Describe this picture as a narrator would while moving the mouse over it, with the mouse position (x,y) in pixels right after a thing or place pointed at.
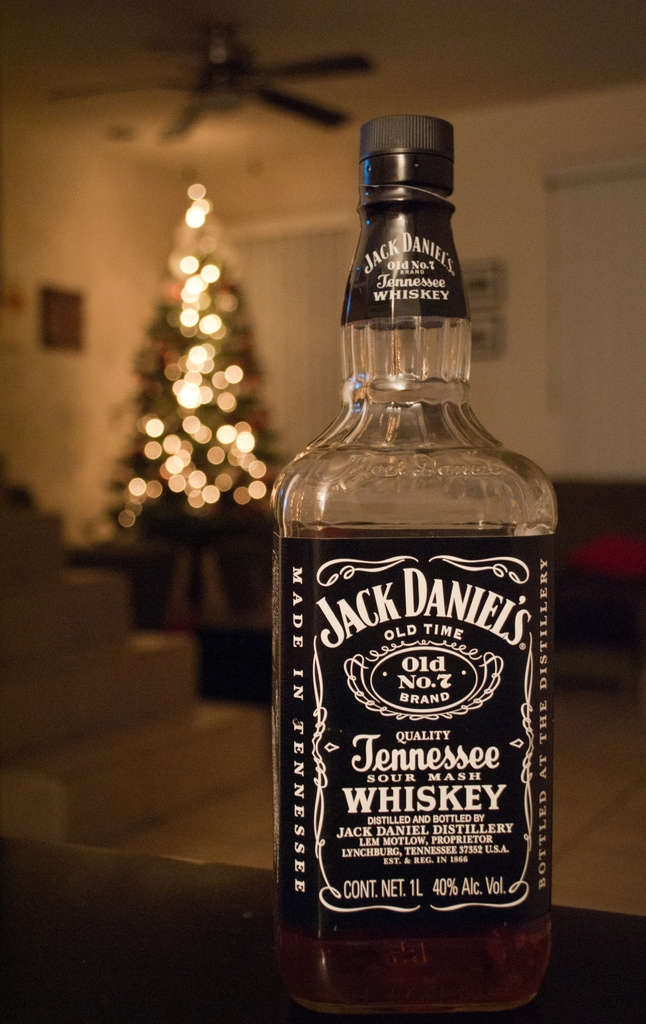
there is a glass bottle (447,680) on a table (239,945) on which jack daniels is written. behind that in the room (489,205) there is a Christmas tree (214,364) on which there are lights (226,486). above that there is a fan (235,65). at the back (228,187) there is a white wall (23,260).
